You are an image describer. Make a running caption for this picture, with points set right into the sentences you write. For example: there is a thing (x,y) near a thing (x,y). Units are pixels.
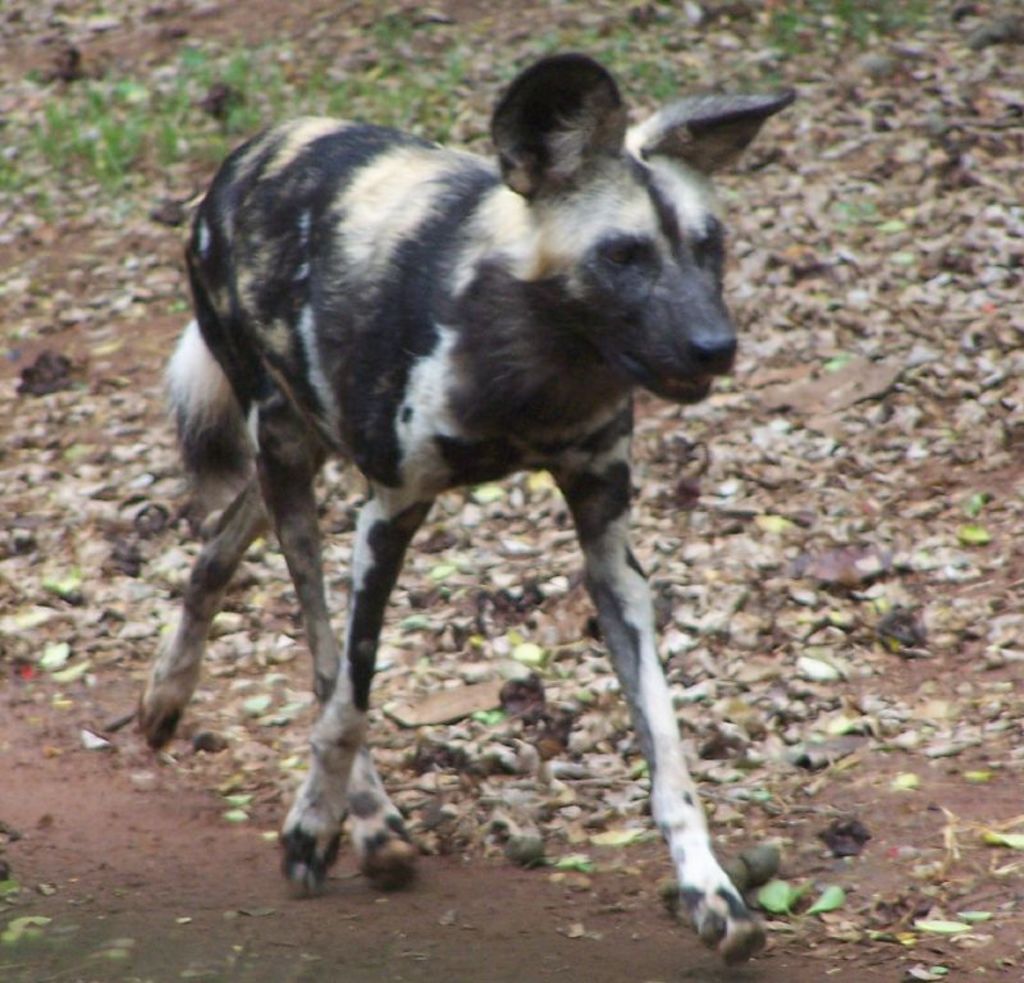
In the middle of the image (374,606) I can see an animal (346,378). On the ground (455,25) there are leaves (396,605).
